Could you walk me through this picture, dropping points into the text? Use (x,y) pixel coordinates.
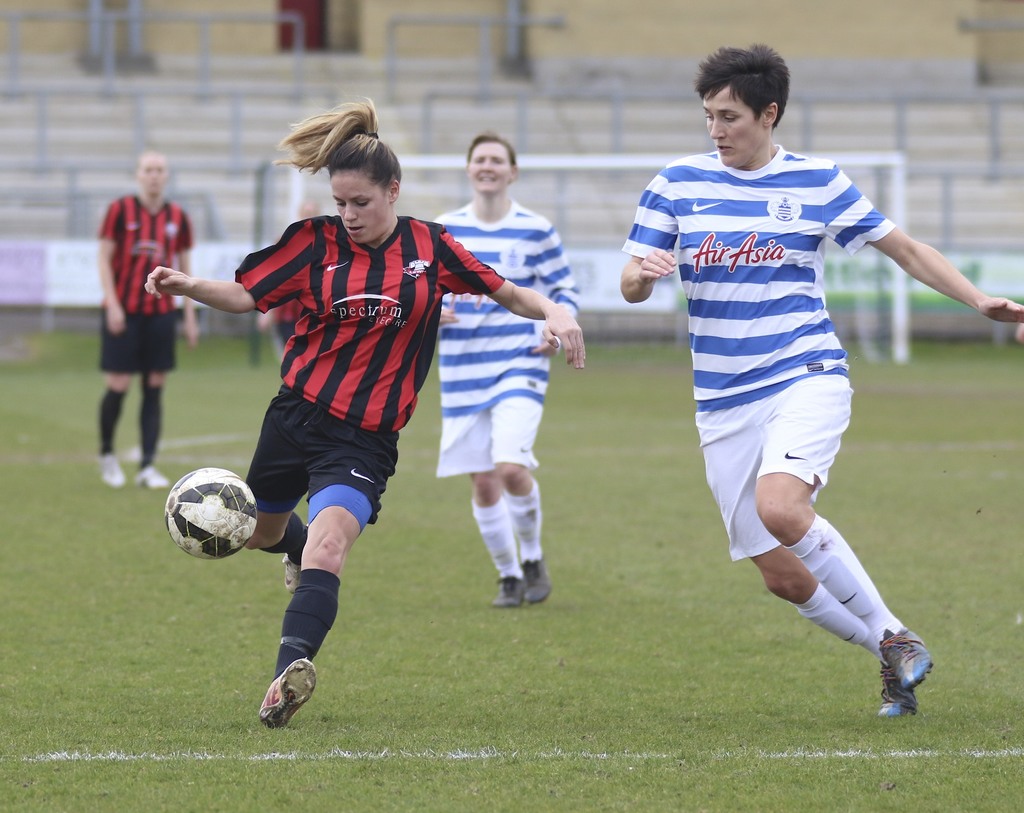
In this picture we can see four persons (762,157) are playing football. This is grass (707,672). And on the background (625,160) we can see a mesh (591,215).
